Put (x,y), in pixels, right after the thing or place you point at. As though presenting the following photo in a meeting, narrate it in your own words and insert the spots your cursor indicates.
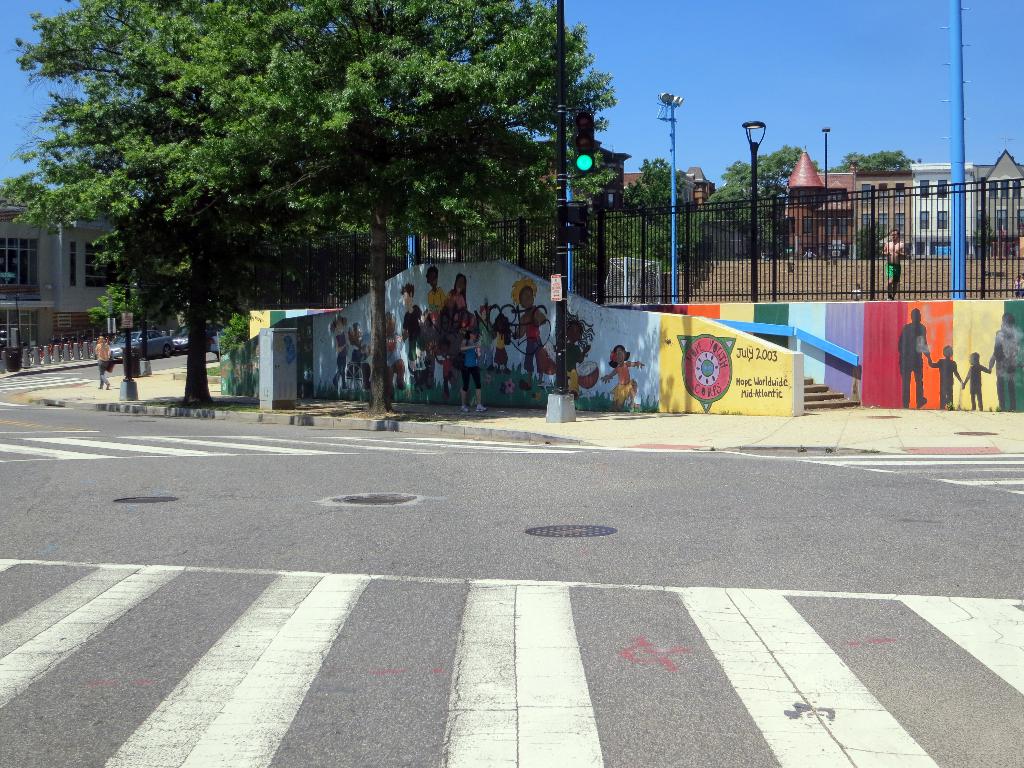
In the center of the image (520,471) there is road (452,452). In the background of the image (755,194) there are buildings (697,179), trees (198,282), poles (674,111), sky (750,54).
